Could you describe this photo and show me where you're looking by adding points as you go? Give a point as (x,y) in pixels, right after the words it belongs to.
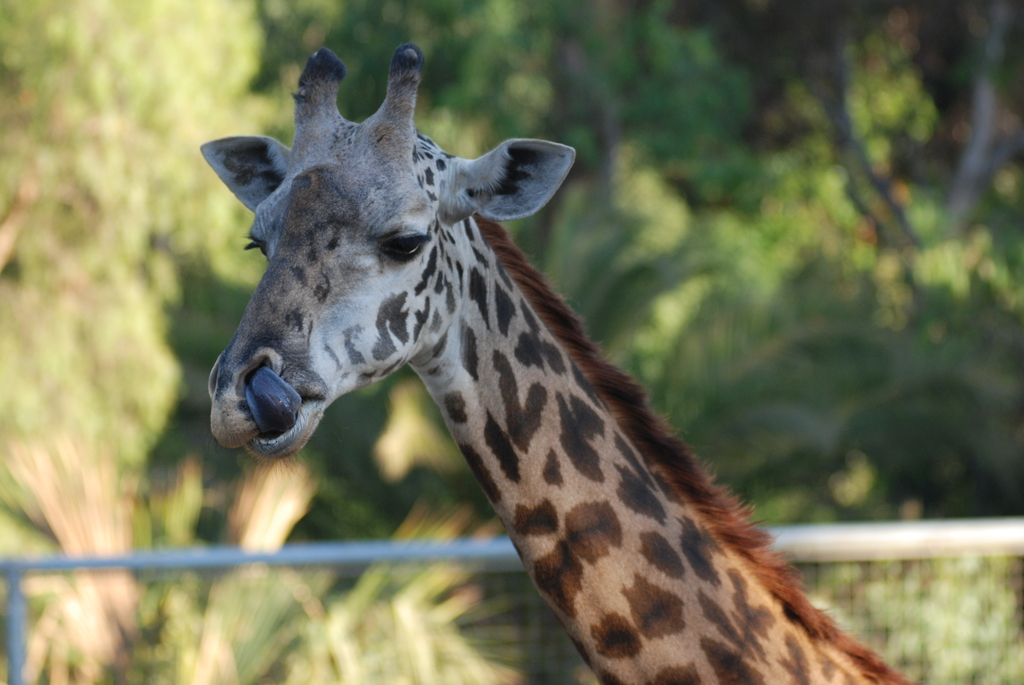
In the center of the image (425,313) we can see a giraffe (731,623). At the bottom (180,664) there is a fence (191,578). In the background (171,517) there are trees (92,343).
